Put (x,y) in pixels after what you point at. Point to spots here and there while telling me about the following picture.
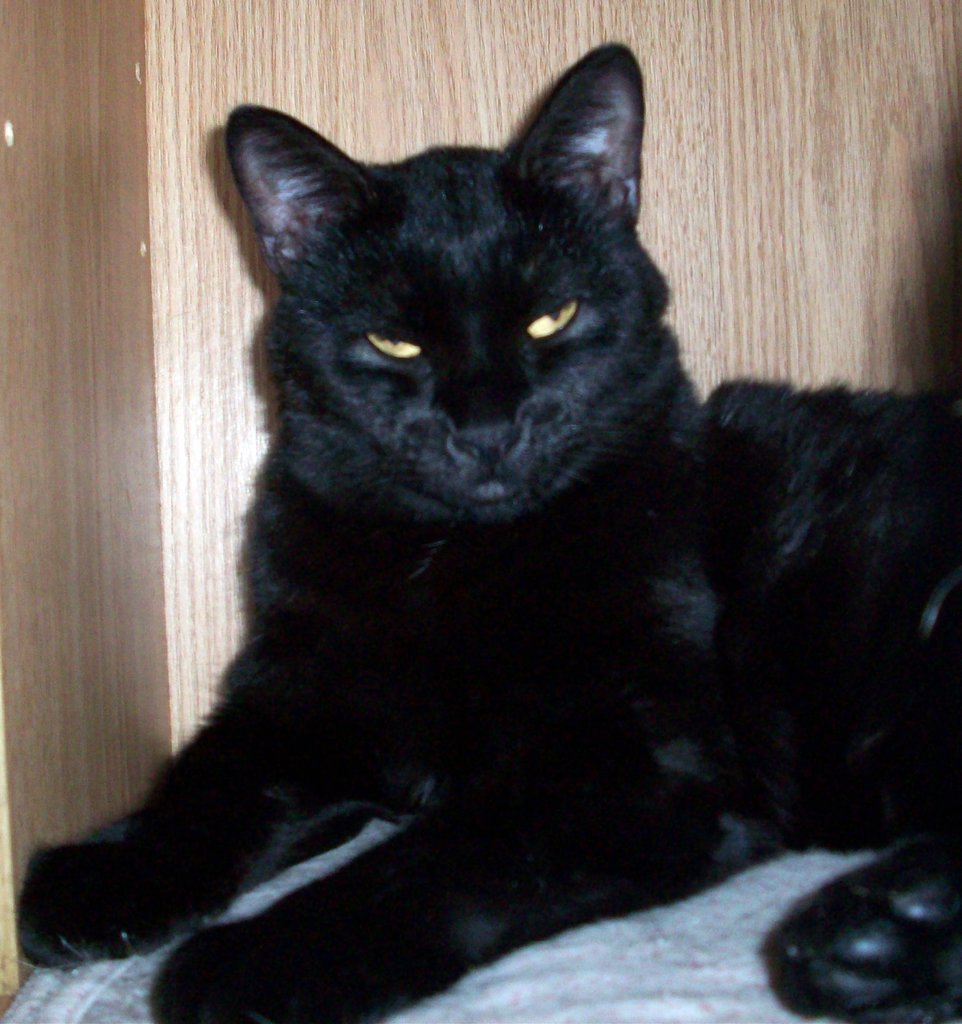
In this image we can see a black color cat (509,798) is sitting on the surface (782,902) and in the background (812,13) we can see the wooden wall (833,264).
